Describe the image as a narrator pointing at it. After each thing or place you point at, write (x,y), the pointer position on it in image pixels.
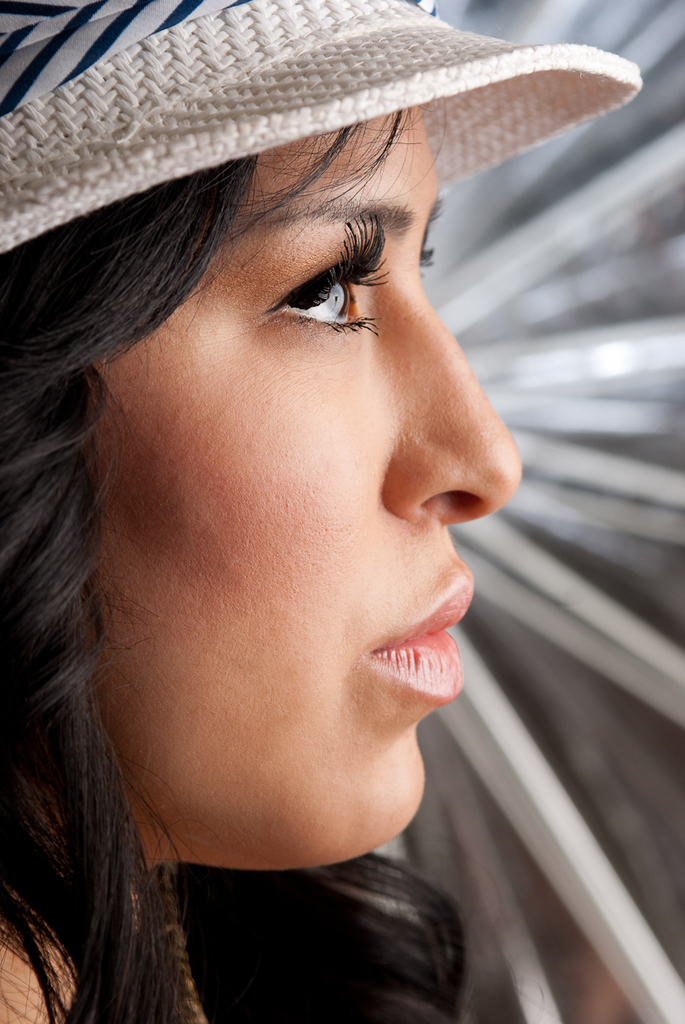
In this picture I can see a woman (303,383) with a hat (465,48), and there is blur background (667,110).
